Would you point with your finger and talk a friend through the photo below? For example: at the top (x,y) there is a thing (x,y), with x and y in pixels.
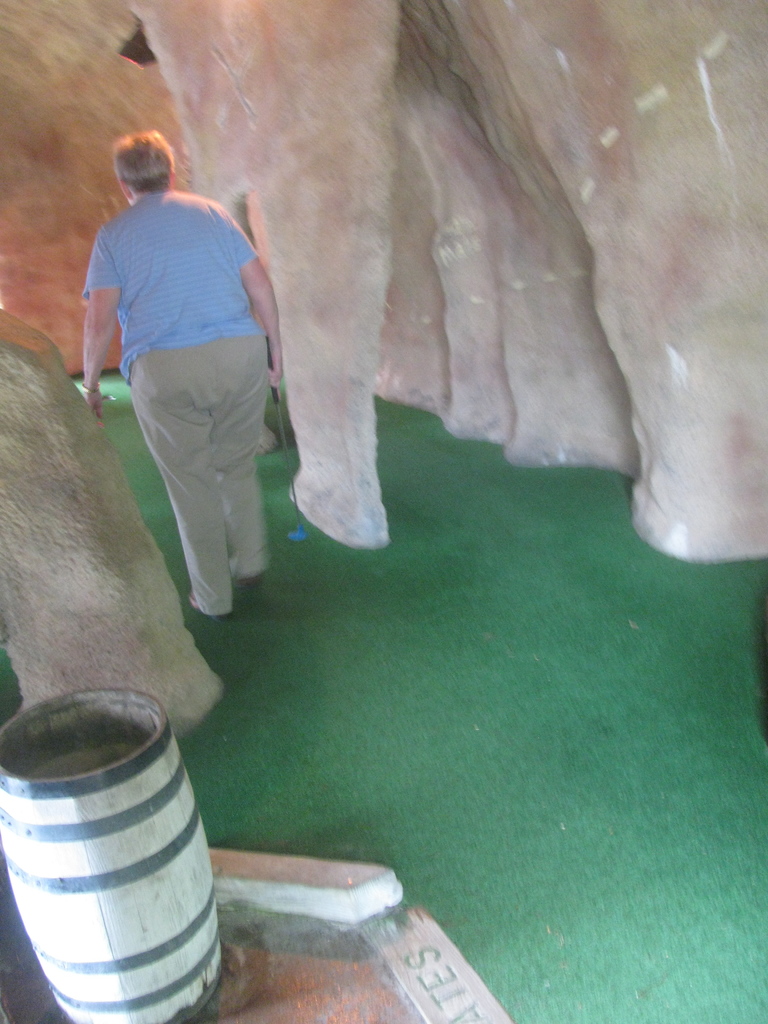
In this image there is a man (208,472) walking on a green mat (532,765), in the background (522,128) there are pillars (305,137), in the bottom left (167,851) there are drum (77,918).
